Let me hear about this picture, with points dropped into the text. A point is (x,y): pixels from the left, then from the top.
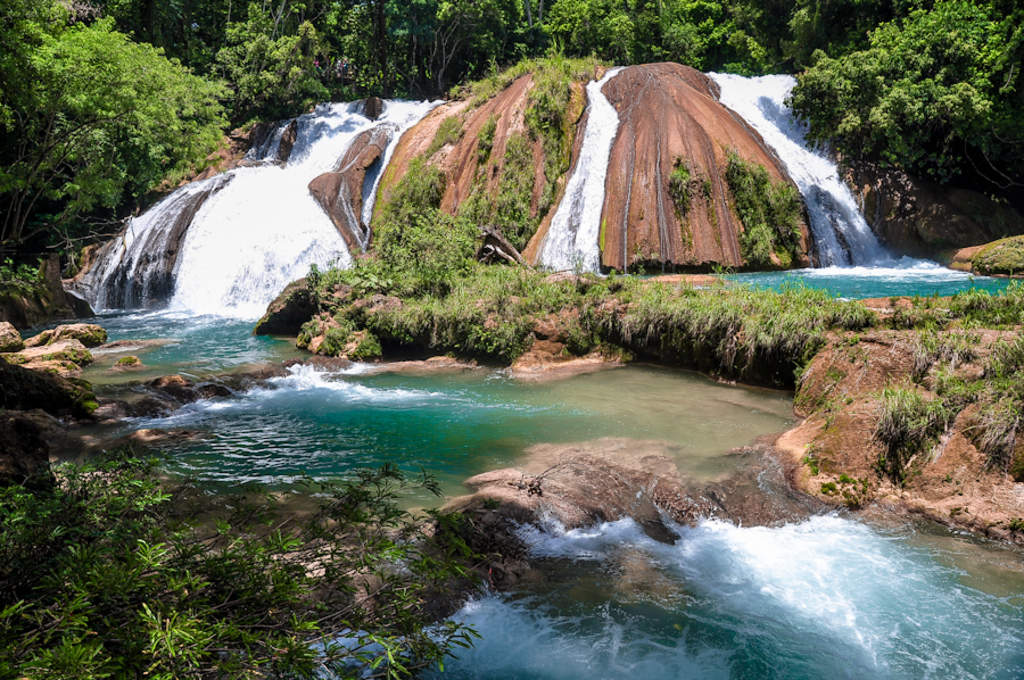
At the bottom of the image (637,635) we can see some water (168,331) and stones (299,320). In the middle of the image (424,267) we can see some waterfall (340,247) and trees (618,32).
